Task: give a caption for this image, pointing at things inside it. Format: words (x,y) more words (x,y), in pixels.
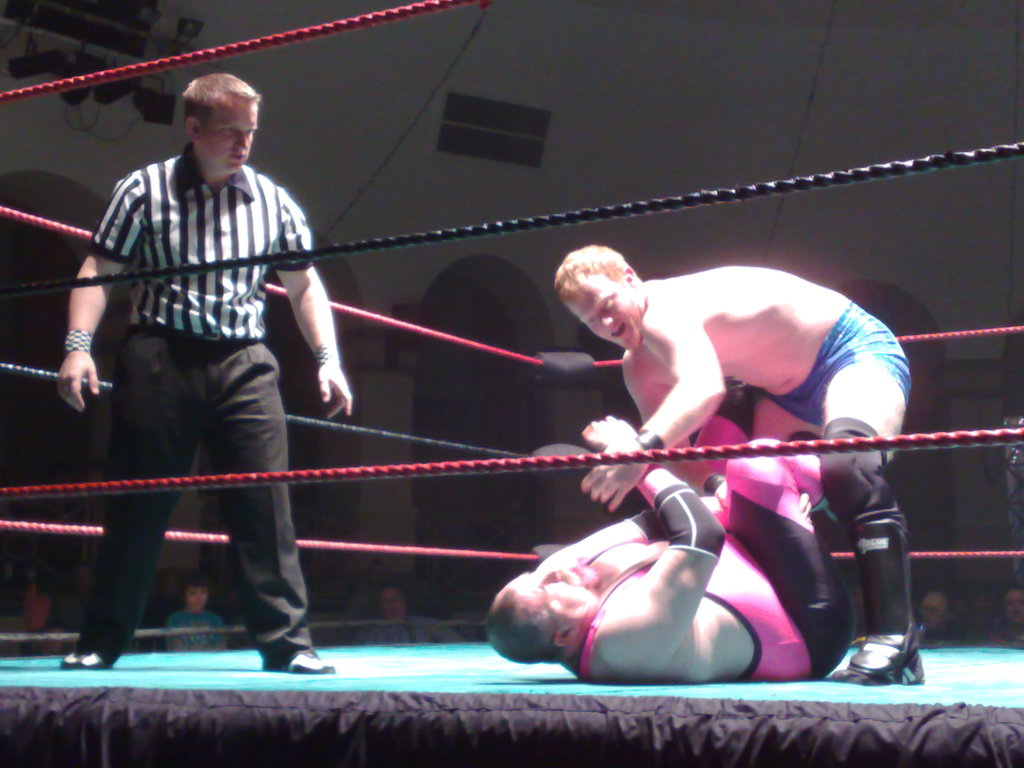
In this image we can see some people (701,344) standing on the stage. One person (668,618) is lying on the stage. In the foreground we can see some ropes (354,428). In the background (412,575), we can see some people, a group of lights (167,114) and some pillars (953,350).
